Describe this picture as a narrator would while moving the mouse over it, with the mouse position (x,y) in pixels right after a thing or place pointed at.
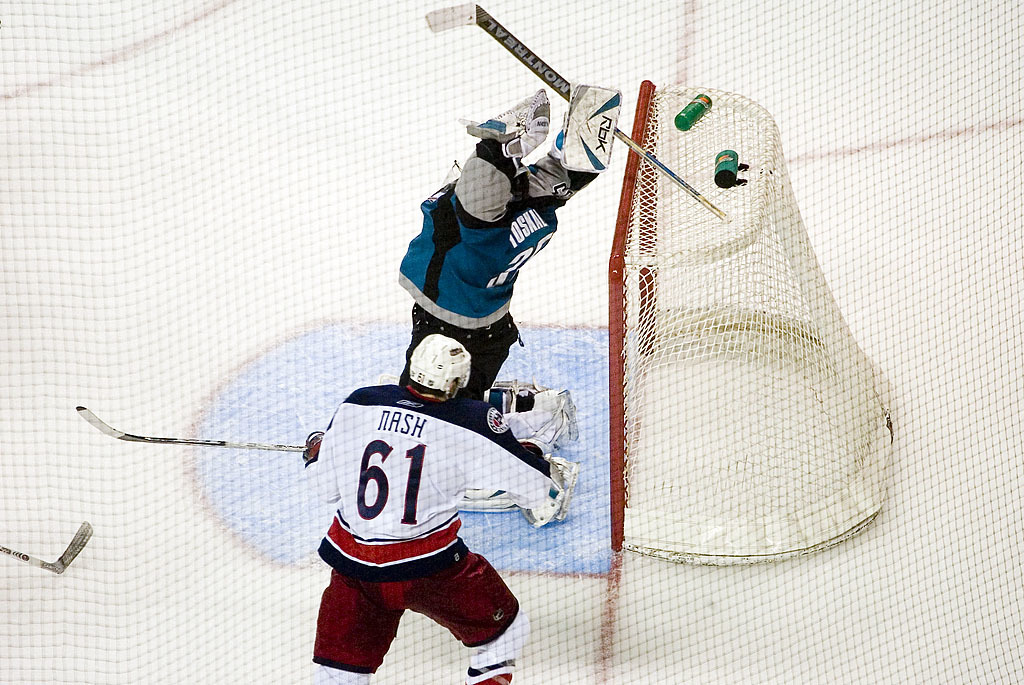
In this image two people (447,366) are playing. There is a goal post (723,314) on the right side of the image (709,337).
